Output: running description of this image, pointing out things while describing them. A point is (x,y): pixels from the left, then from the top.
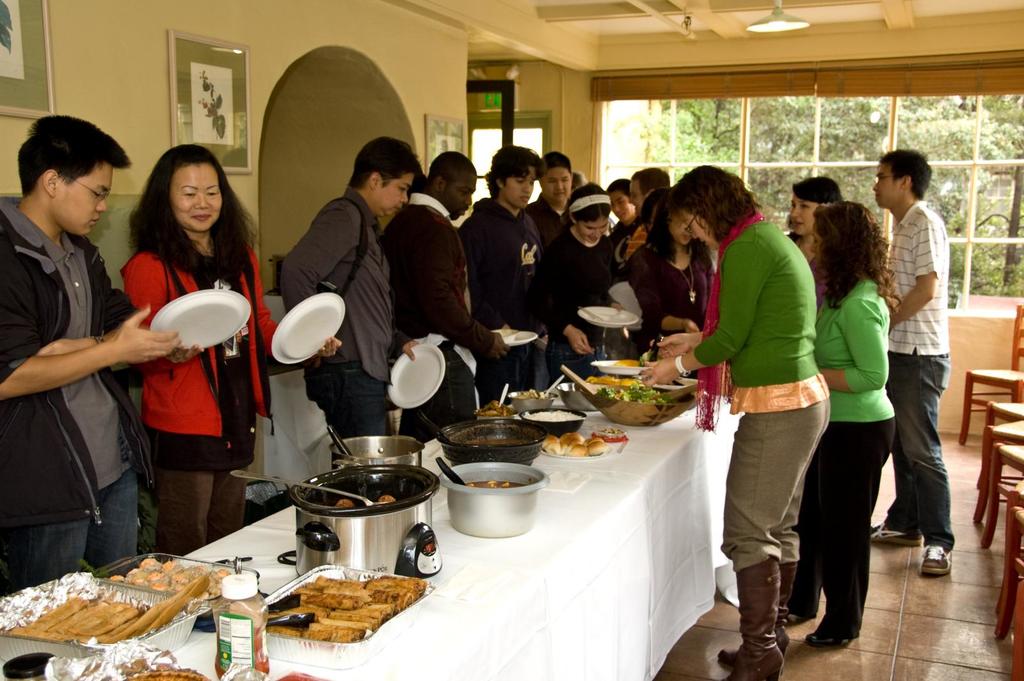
In this picture we can see a group of people (752,612) standing on the floor (707,633), some people (768,619) are holding plates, in between we can see a table (618,626), on this table (662,616) we can see a cloth (652,605), bowls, food items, spoons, bottle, some objects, here we can see chairs (963,436) and in the background (953,391) we can see a wall (954,386), photo frames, roof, light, window (623,167) and some objects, from window (626,142) we can see trees (965,178).
